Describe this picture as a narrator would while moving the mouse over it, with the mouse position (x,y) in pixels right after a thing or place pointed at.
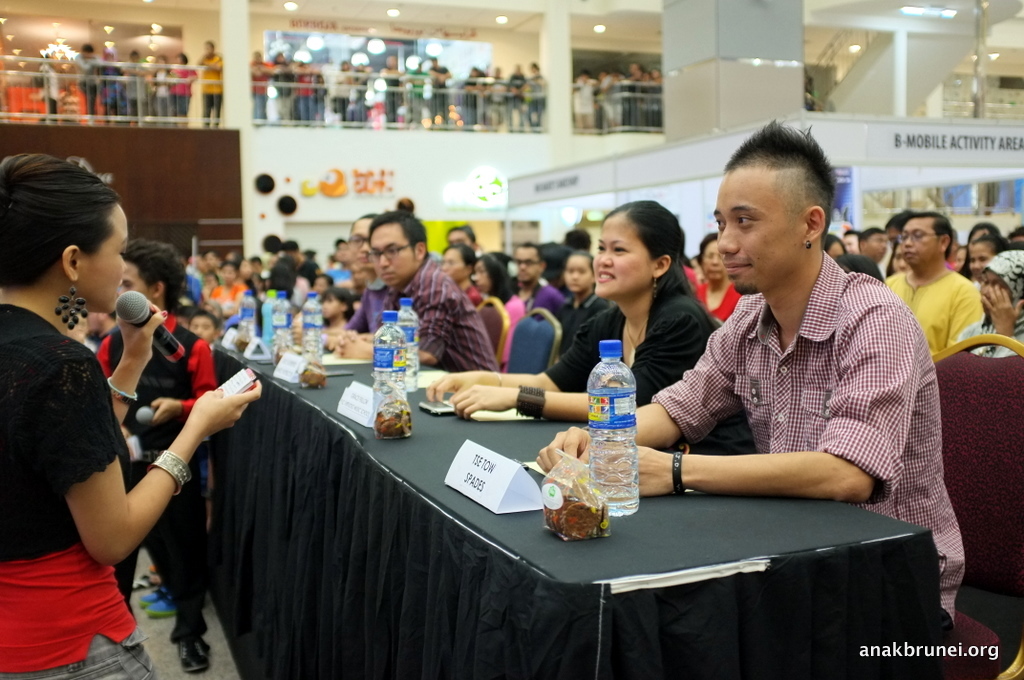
In this image I see lot of people (162,322), in which most of them are sitting on the chairs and few of them are standing and I can also see that there is a table (281,671) in front (671,590) and there are water bottles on it and in the background (53,3) I can see the building (643,43) and few lights (6,19).
